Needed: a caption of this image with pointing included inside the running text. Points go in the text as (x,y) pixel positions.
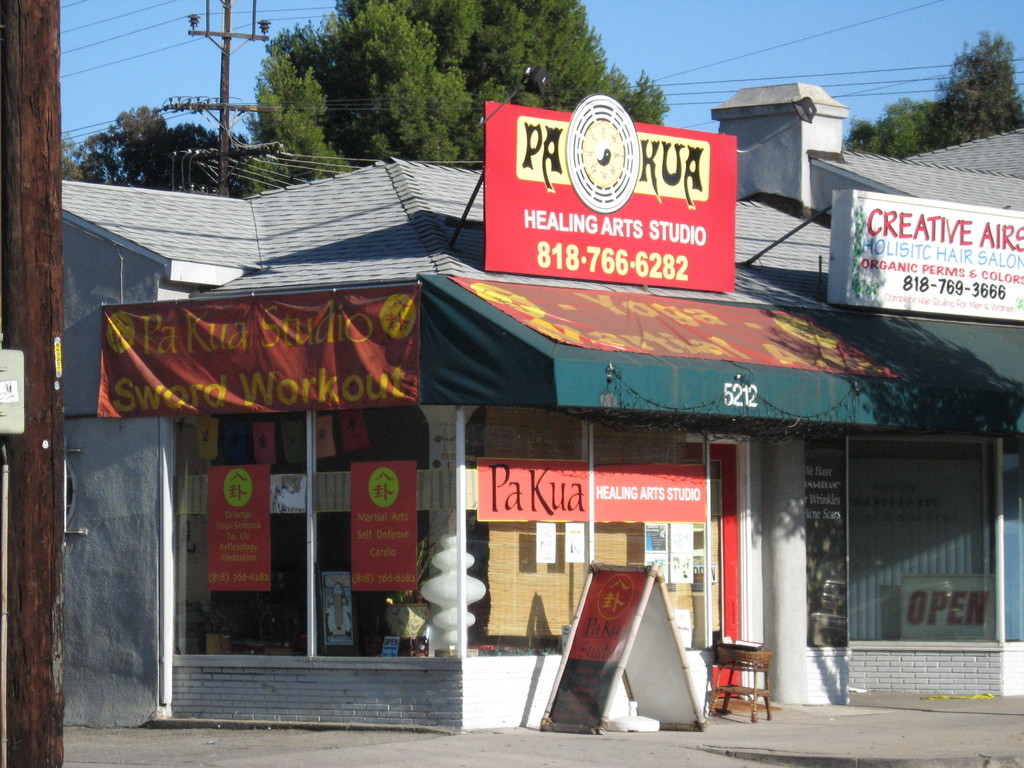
In this image I can see the ground (550,748), a board (633,625), a wooden stool (720,664) and a house (423,702) which is grey in color. I can see two boards (589,222) which are red and white in color. In the background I can see few wires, a electric pole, few trees (536,12) and the sky (640,57).
